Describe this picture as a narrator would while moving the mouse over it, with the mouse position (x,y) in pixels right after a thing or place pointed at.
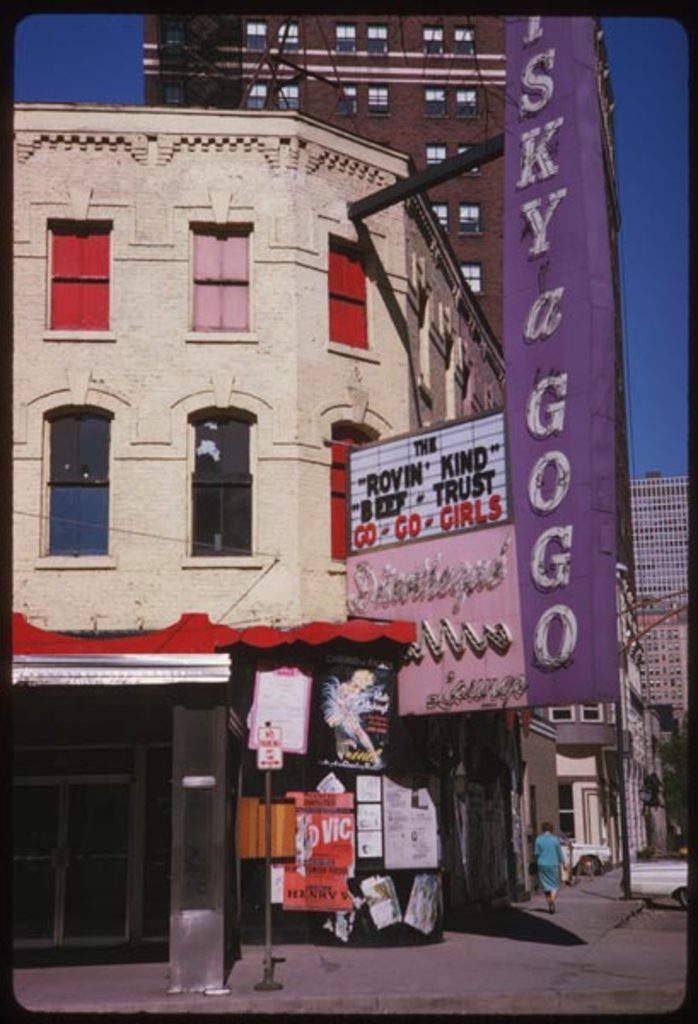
In the image we can see a building (207,424) and these are the windows (199,306) of the building (196,331). Here we can see a board (357,572) and text (449,525) on it. There is even a person (540,868) walking and wearing clothes (557,884). Here we can see the pole (270,791), footpath (512,951) and the sky (82,62).
